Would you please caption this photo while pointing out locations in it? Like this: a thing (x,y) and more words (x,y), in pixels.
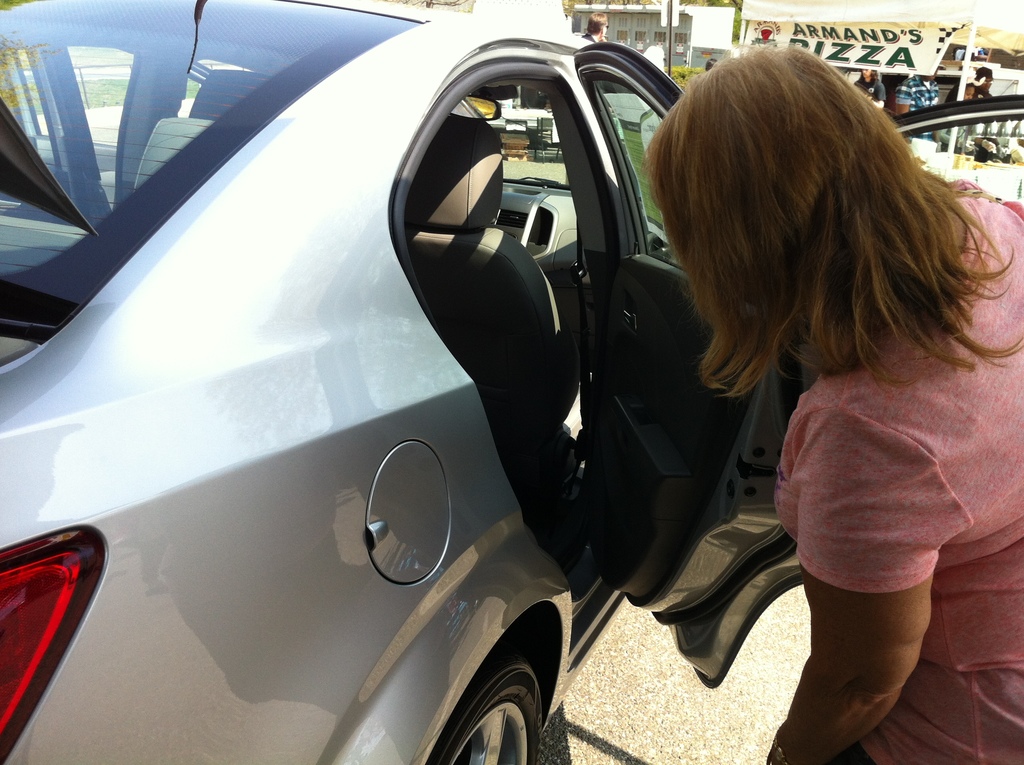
In this image there is a woman (891,460) wearing a pink shirt (929,453) is near the door (628,572) of the car (263,559). Behind the car (492,303) there are few persons (923,104). Behind them there are few plants (693,72) and buildings (680,18).
